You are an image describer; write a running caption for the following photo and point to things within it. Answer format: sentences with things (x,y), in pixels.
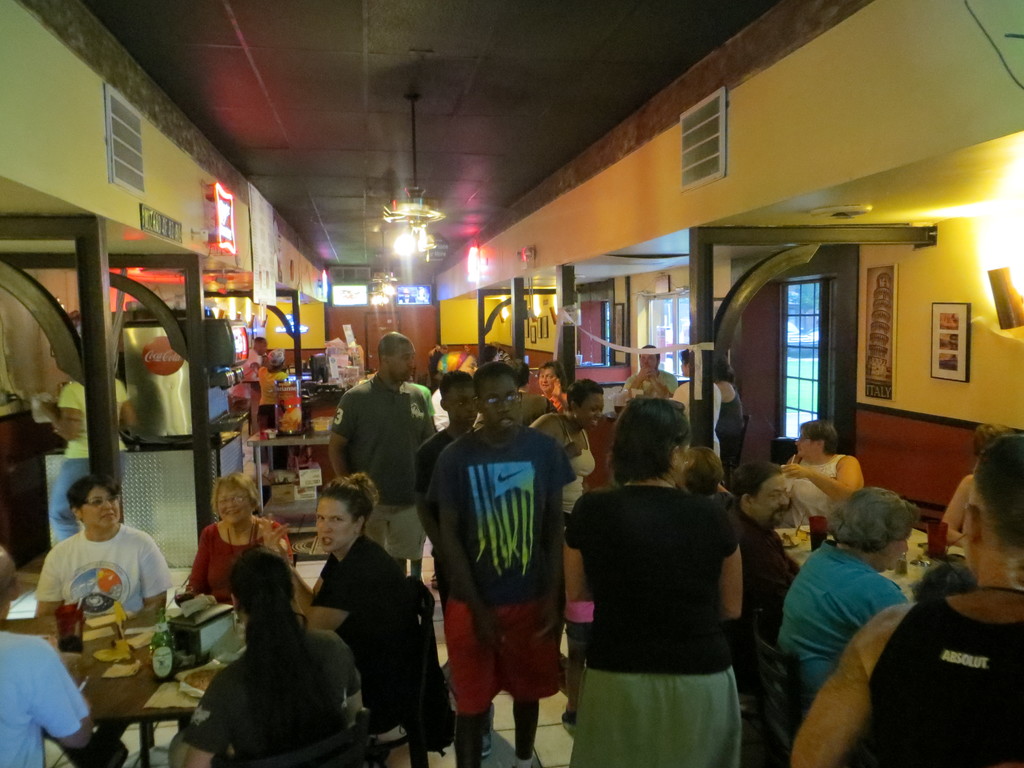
This is an inside view. at the bottom (856,583) there are few people (734,628) sitting on the chairs (325,756) around the tables (40,619). On the tables (157,682) bottles (163,653), glasses (74,640) and some other objects (213,647) are placed. Few people (591,585) are standing on the floor (496,731). On the left side (97,404) there are few poles (106,417). On the right side (783,327) there are windows (795,331) and also I can see few frames (876,333) are attached to the wall (917,295). At the top of the image (403,235) there are two chandeliers (409,221) hanging to the roof (362,55).
